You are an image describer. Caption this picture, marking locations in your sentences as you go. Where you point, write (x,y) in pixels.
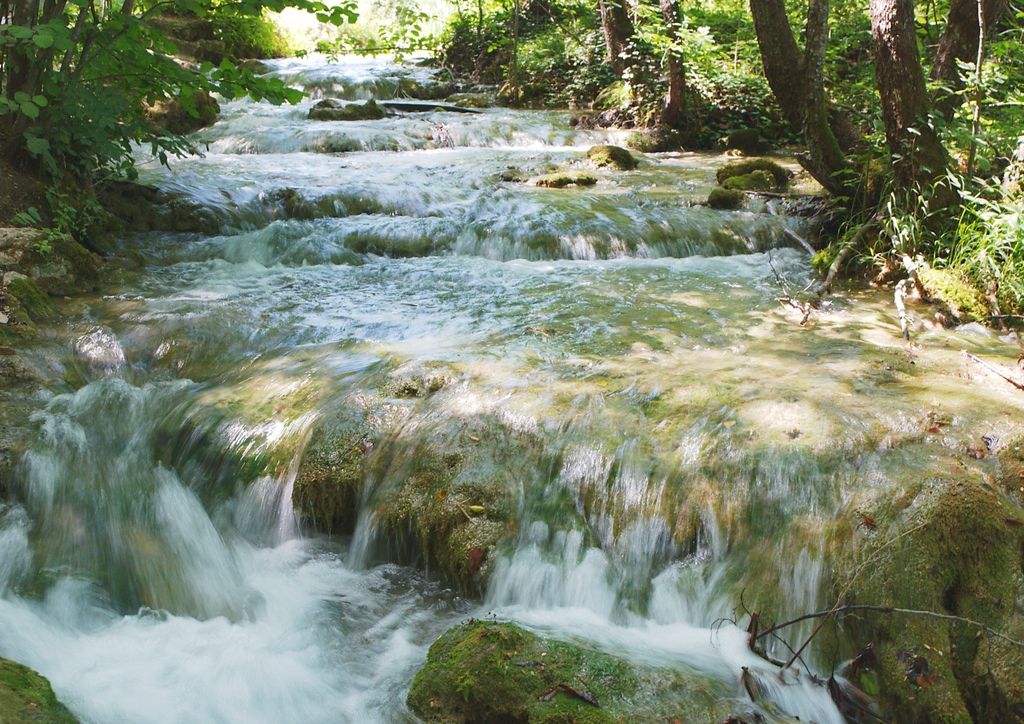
In this picture there are trees (904,161) and there is water flow (334,689) on the stones (568,523).
